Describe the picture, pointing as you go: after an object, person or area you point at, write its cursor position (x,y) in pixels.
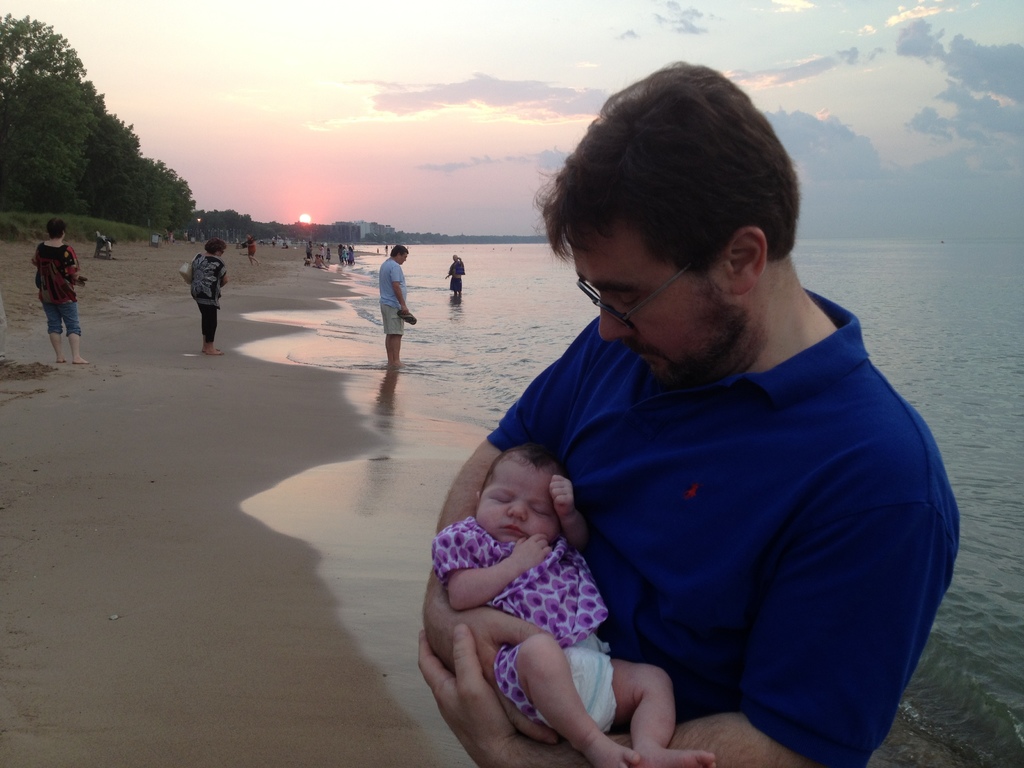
Here in this picture we can see a man (642,343) holding a baby (568,517) in his arms (497,621) and standing on the beach (212,566) over there and behind him also we can see number of people (349,249) standing all over there and we can also see water (962,345) present all over there and we can see clouds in the sky (529,69) and we can see sunset (324,189) and we can see trees (61,141) and plants (115,224) present on the left side (41,104) over there.
